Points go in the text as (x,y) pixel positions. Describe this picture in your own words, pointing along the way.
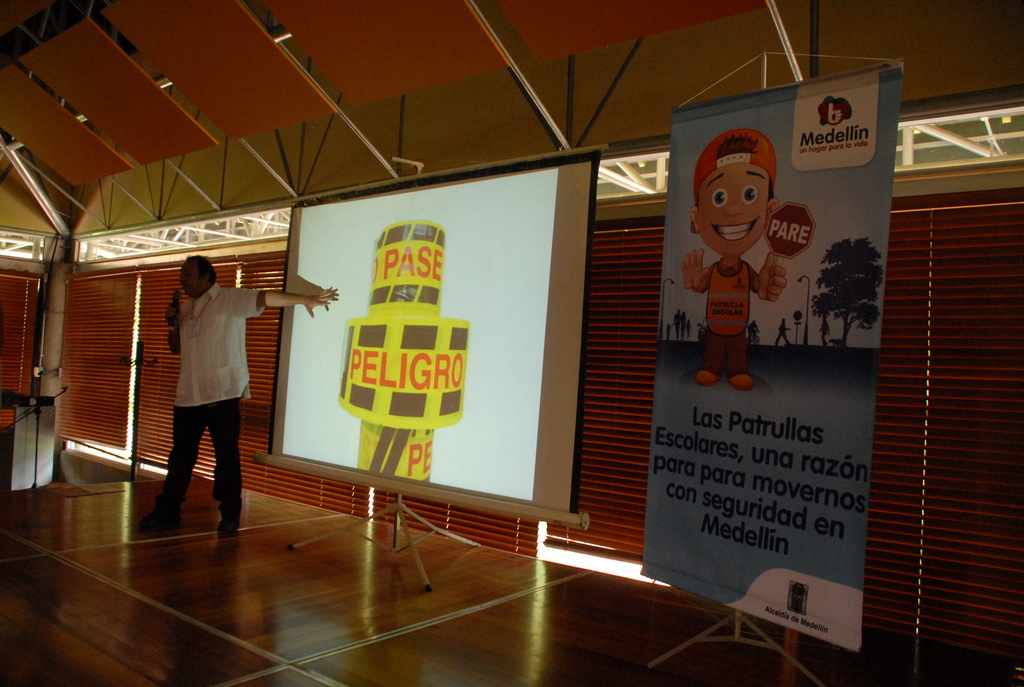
In this picture we can see a man (214,346), he is holding a microphone (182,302), beside him we can find a projector screen (480,395) and a hoarding (712,385), in the background (153,278) we can find metal rods (134,196) and window blinds (127,376).
